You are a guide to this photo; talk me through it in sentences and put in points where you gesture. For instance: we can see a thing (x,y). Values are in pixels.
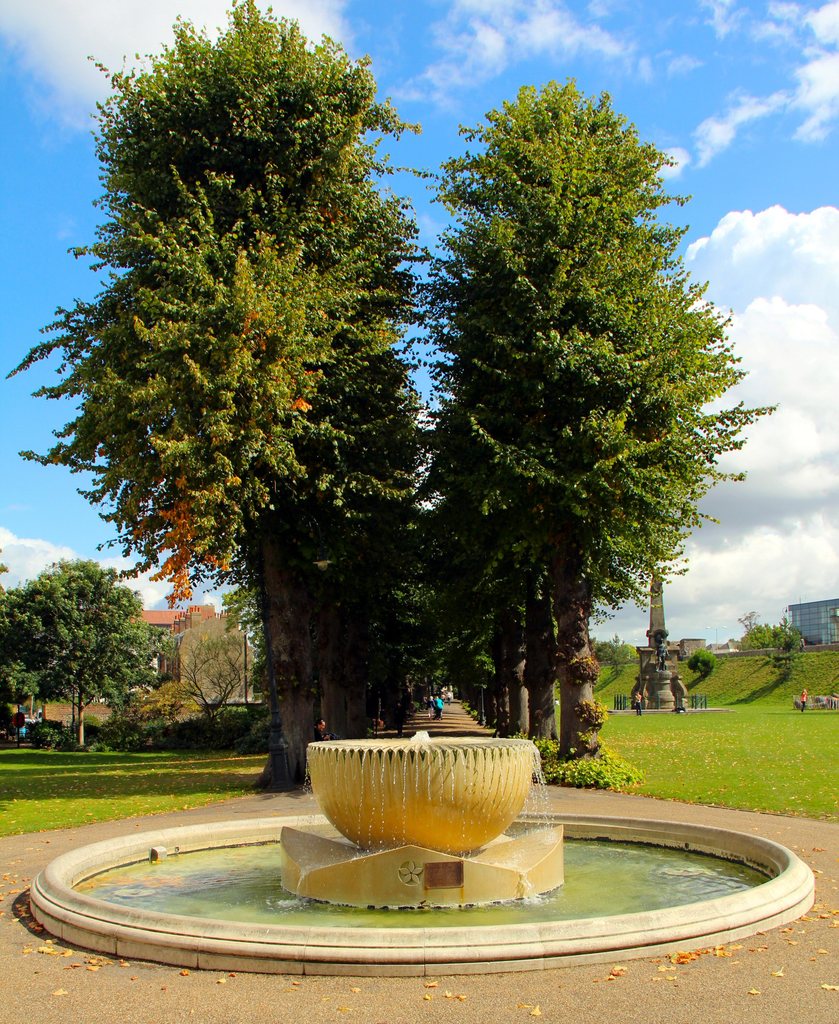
In the image we can see water fountain (533,778), grass (151,780), trees (235,615), buildings (800,607) and a cloudy sky (711,194). Here we can see trees (249,437) and the path (445,712) in between. There are even people (803,708) wearing clothes (441,698).
